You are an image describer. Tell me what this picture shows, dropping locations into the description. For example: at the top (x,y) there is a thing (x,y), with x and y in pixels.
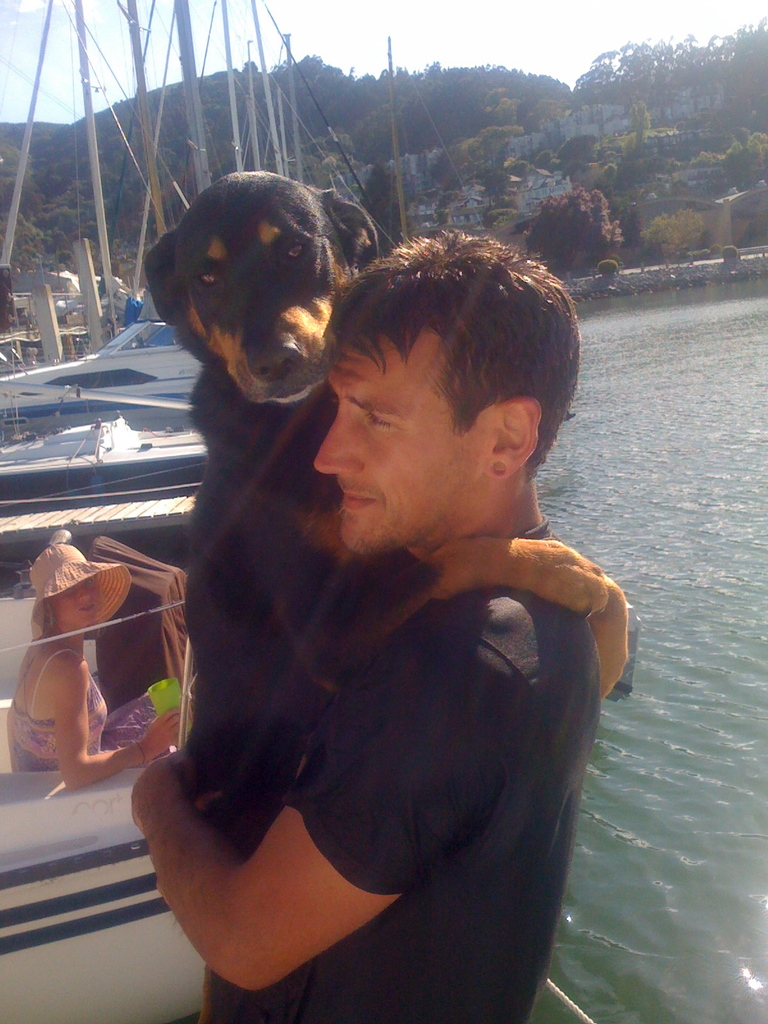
In this picture we can see group of people (19,684), in the middle of the image (452,515) we can see a man (354,777) holding his dog (317,524) in his hands (184,752), and we can see water (682,517), couple of boats (113,347), couple of buildings (629,106) and couple of trees (712,74).
